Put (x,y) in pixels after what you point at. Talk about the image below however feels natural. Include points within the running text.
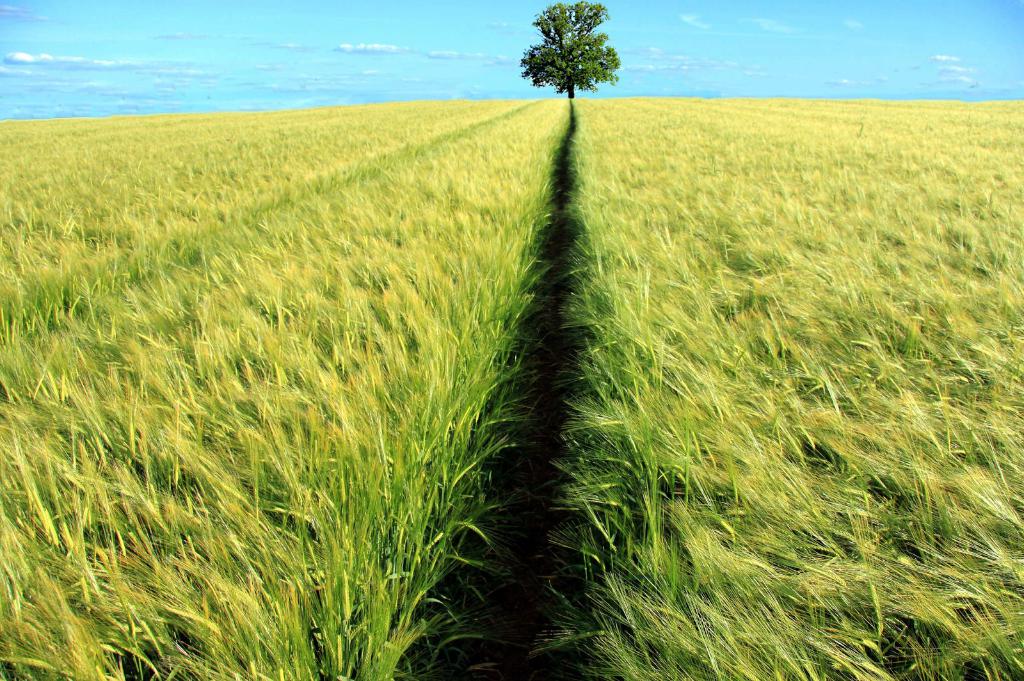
In this image there are fields (521,256) and in the background (599,59) there is a tree (541,77).
